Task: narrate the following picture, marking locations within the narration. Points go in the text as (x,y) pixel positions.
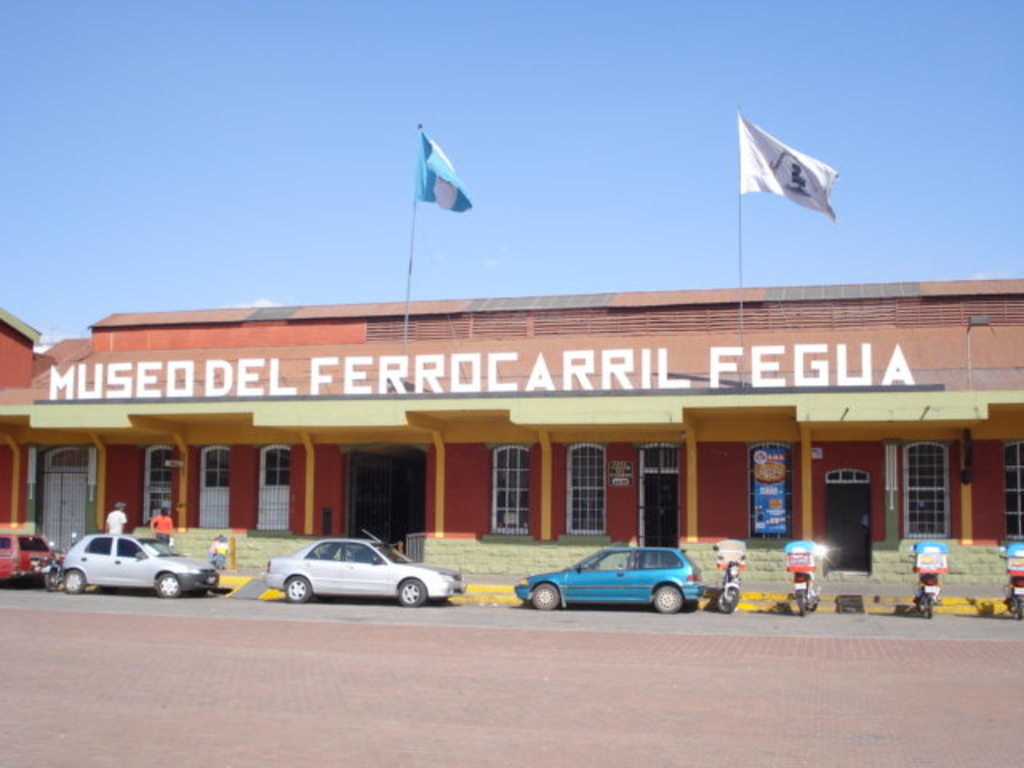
In this image we can see the road (323,665). And we can see some vehicles (106,538). And we can see some people (161,509). And we can see the doors (54,525), windows (588,501). And we can see two flags (437,152). And we can see the sky (173,178) at the top (444,239).
